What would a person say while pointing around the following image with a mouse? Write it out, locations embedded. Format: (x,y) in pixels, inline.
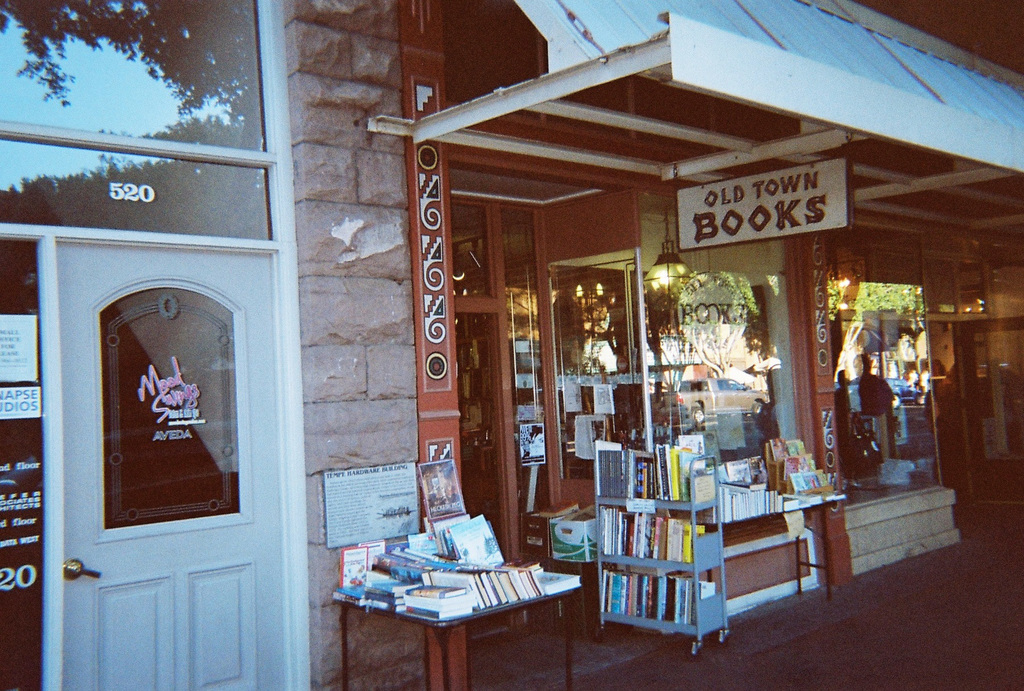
In this image we can see a store (662,318). There are many books (655,539) and objects (599,499) in the store (803,184). We can see the reflection (180,125) of trees (209,87) and the sky (128,122) on the glass (107,121). There many books (461,553) on the table (483,609). There are few people (872,422) at the right side of the image (870,406).
